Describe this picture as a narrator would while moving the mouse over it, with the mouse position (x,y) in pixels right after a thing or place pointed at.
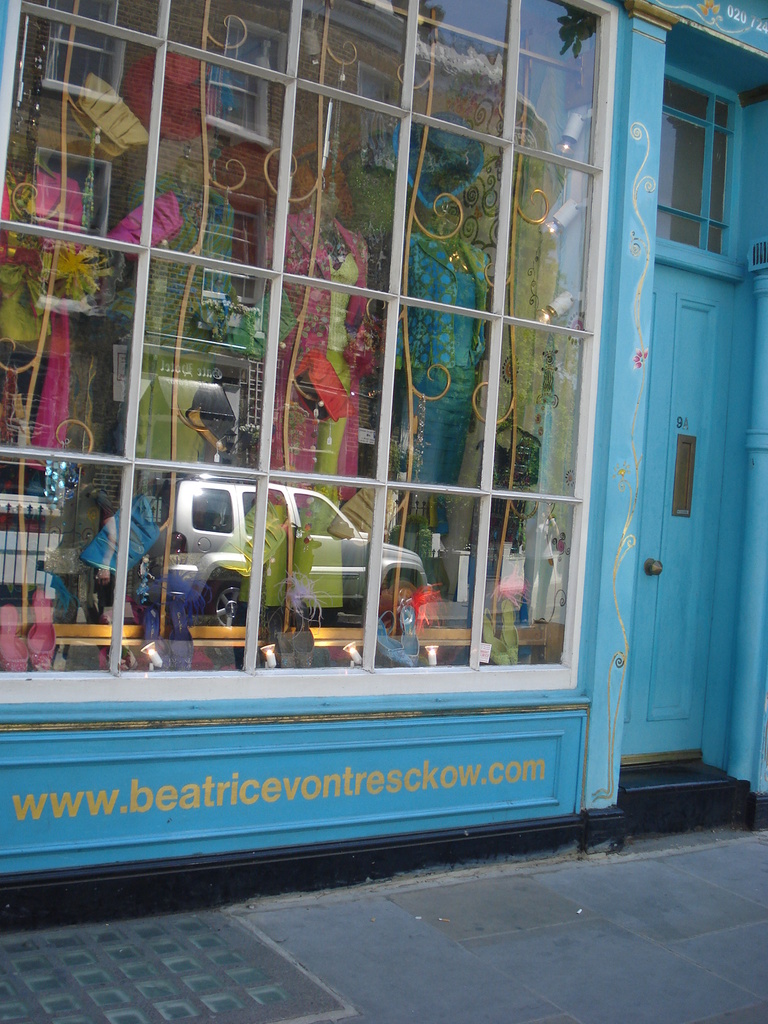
In this picture I can see a shop (447,306) with some clothes (443,318).
